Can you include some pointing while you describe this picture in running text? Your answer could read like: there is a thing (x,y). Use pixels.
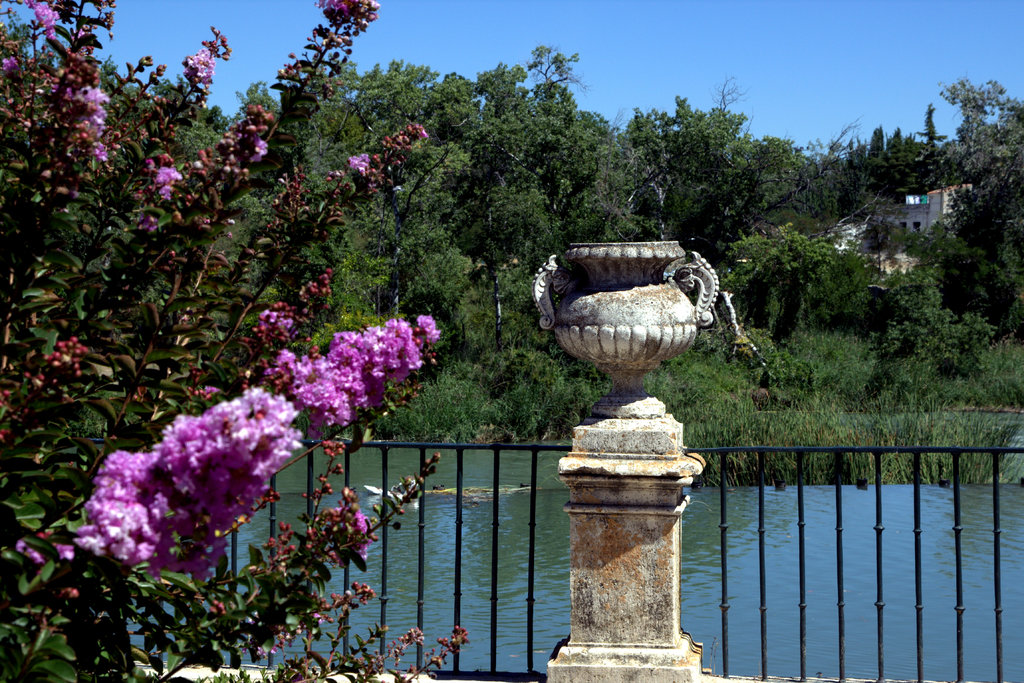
In the middle of the picture (598,349), we see a pillar (636,474) or a garden statue (629,356). Behind that, we see iron railing (310,440) and water (712,535). This water (729,495) might be in the lake (454,502). On the left side (155,309), we see a tree (134,375) which has flowers (78,531). These flowers (233,462) are in pink color. There are trees (809,285) and a building (938,221) in the background (888,207). At the top of the picture (741,70), we see the sky (685,84), which is blue in color.
